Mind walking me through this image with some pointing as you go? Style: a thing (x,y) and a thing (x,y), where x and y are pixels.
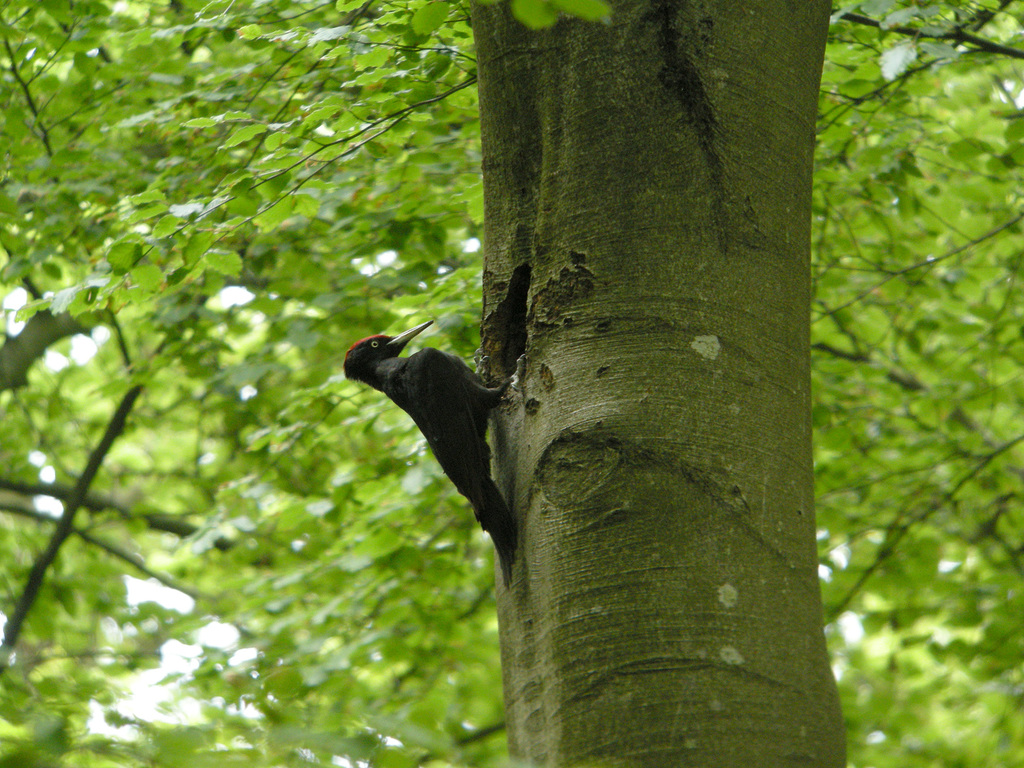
In the middle of the image (474,421) we can see a bird (502,497), in the background (372,471) we can find few trees (598,330).
